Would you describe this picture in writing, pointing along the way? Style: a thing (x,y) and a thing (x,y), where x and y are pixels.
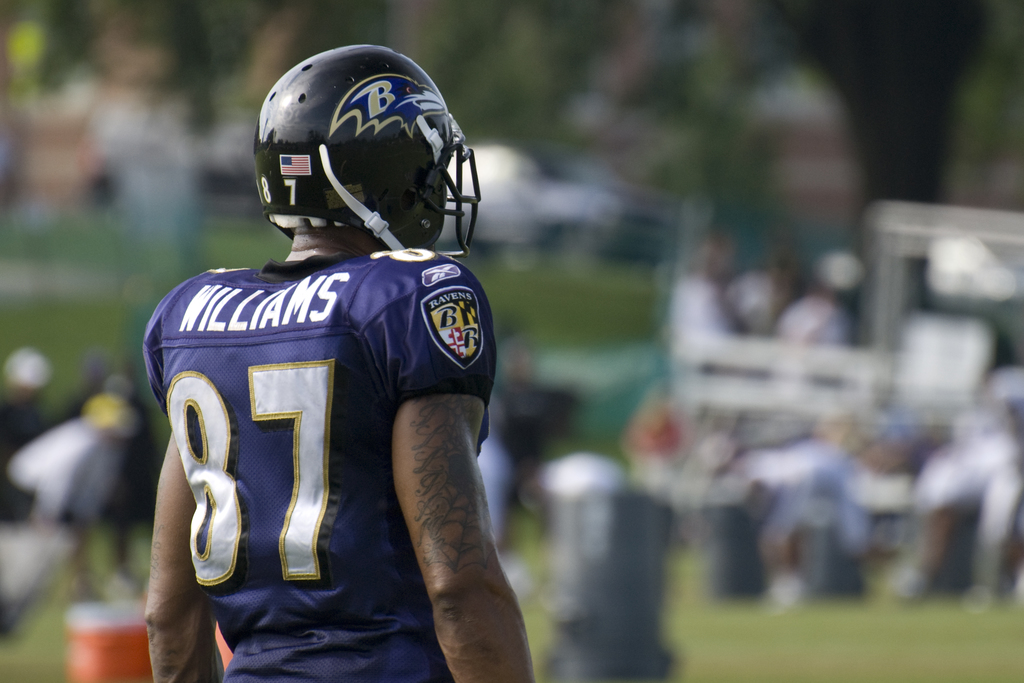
In this picture, we can see a man (361,351) in the blue t shirt (328,361) with a black helmet (346,198) is standing on the grass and in front of the man (262,398) there are some blurred items (470,175).
